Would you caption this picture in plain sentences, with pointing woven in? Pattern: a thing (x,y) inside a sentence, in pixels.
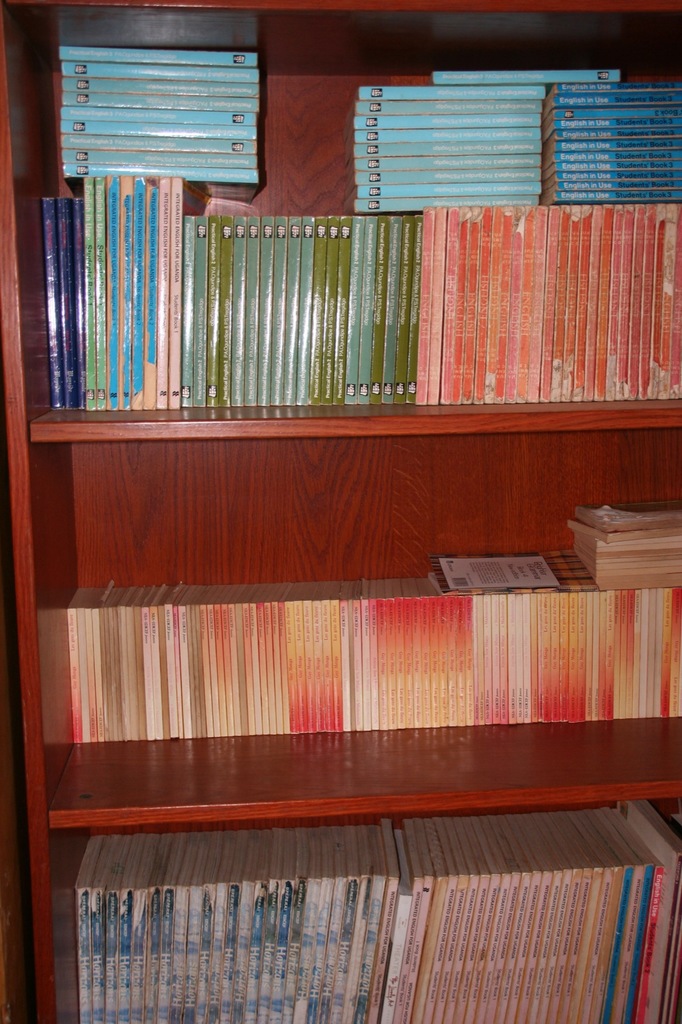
In this image I can see a bookshelf (335,485) which is brown and orange in color and in the shelf (268,531) I can see number of books (331,905) which are blue, orange, green, red and cream in color.
